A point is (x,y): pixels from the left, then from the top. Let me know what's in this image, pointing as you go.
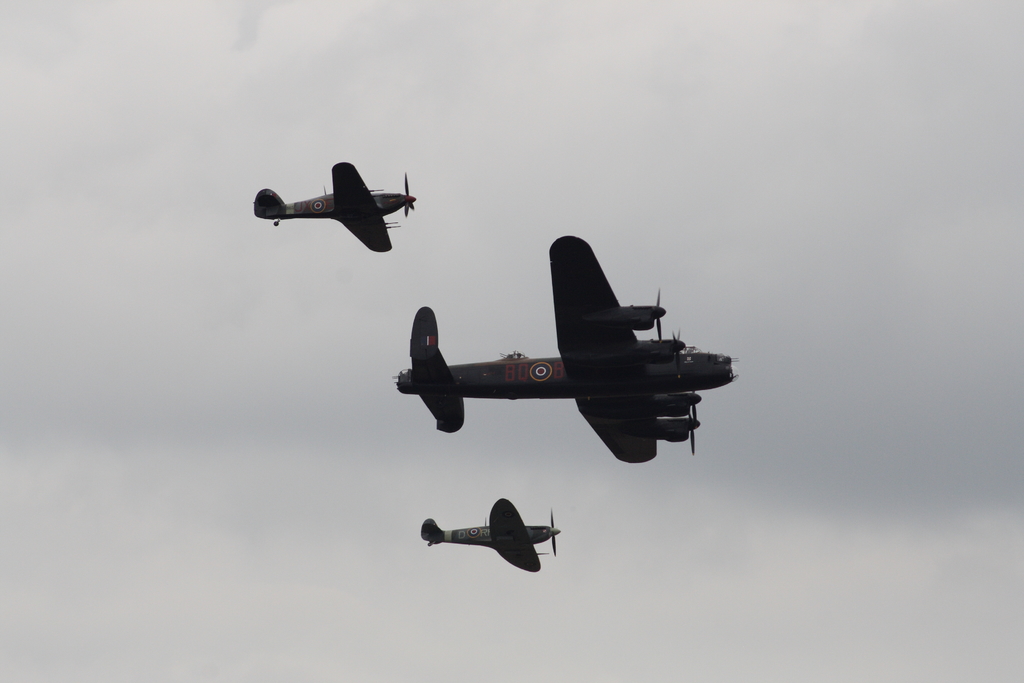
In the center of the picture (636,374) there are aircrafts (522,361). The sky (558,621) is cloudy.
